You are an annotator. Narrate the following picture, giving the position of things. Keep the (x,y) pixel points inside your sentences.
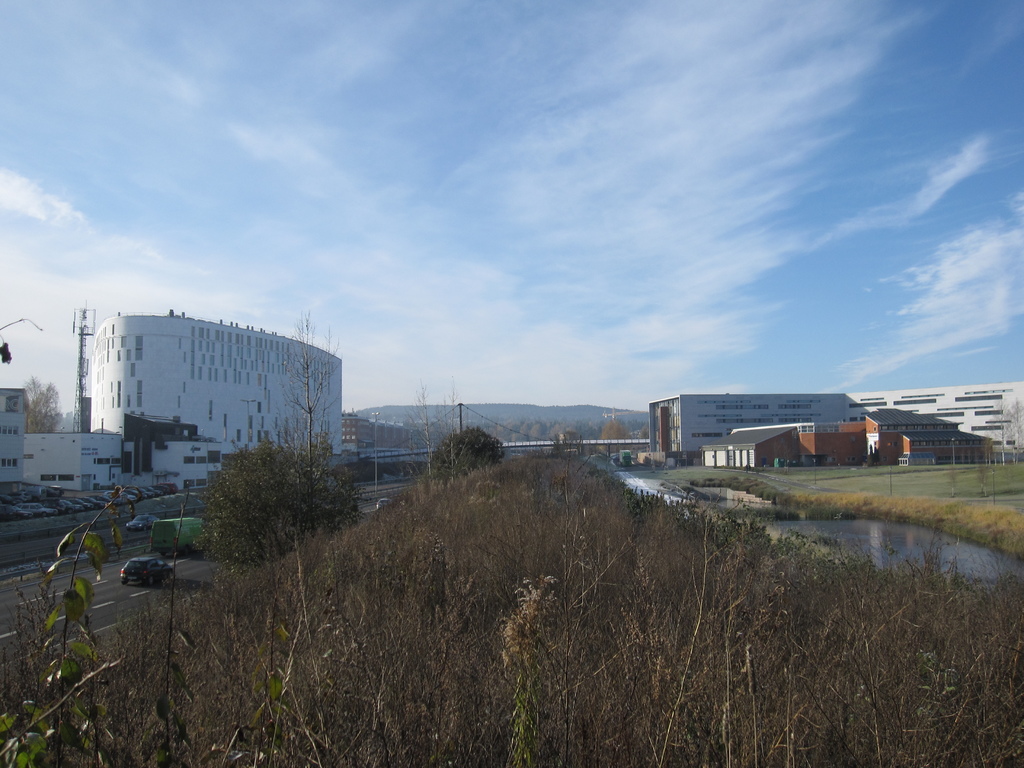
This is the picture of a place (517,600) where we have some houses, wires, trees (312,449) and also we can see some cars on the road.
